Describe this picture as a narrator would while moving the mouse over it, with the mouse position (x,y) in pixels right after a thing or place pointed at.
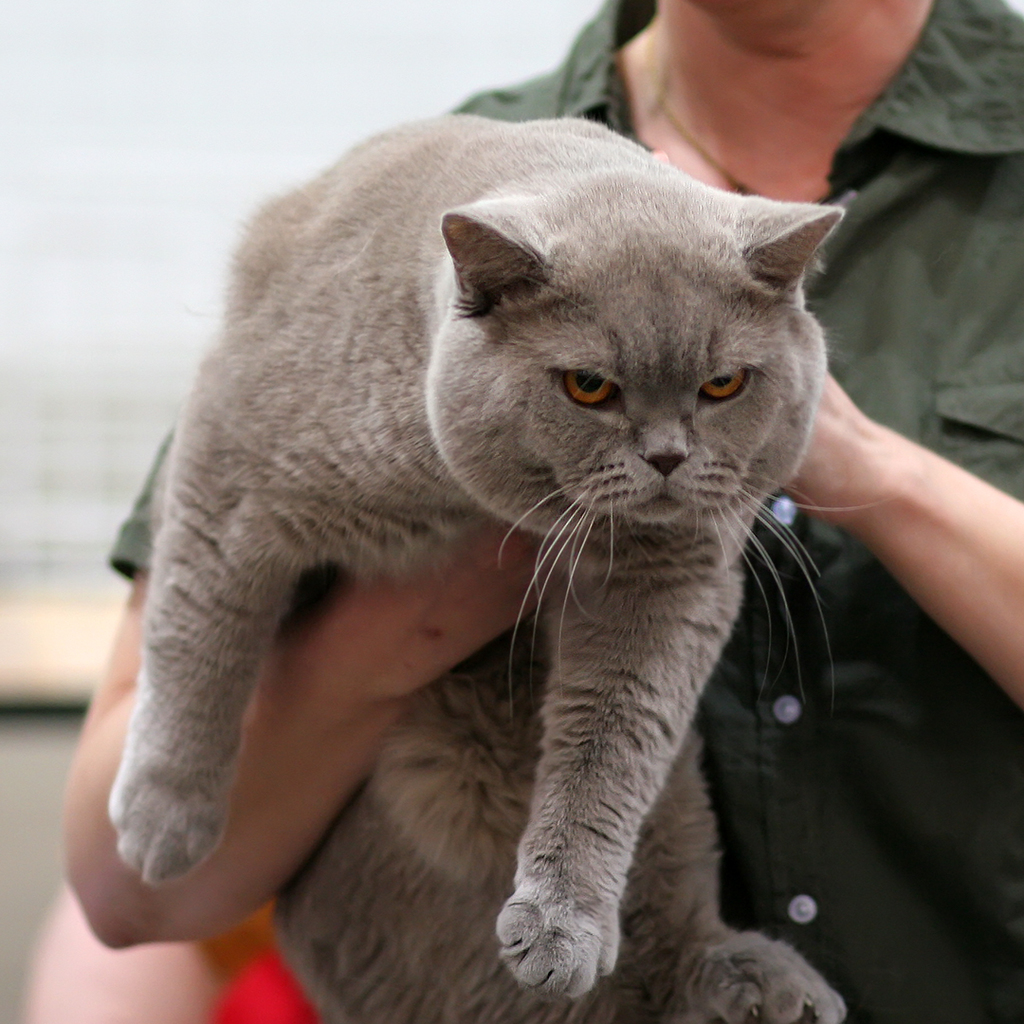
In this image we can see a person (966,583) holding a cat (633,565) with his hands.
